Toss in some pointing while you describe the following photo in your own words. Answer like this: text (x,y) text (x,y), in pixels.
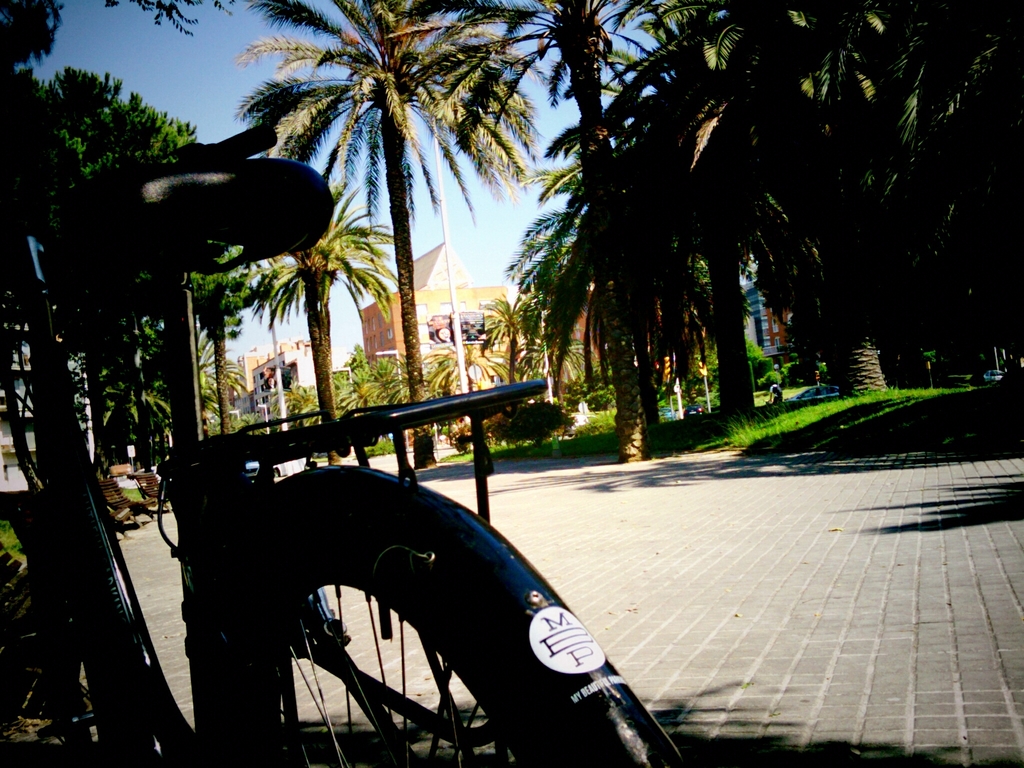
In this image in the front (340,608) there is bicycle (262,536) and in the background (375,351) there are trees (406,360), there are buildings (393,322) and there is grass (825,434) on the ground (869,438).
